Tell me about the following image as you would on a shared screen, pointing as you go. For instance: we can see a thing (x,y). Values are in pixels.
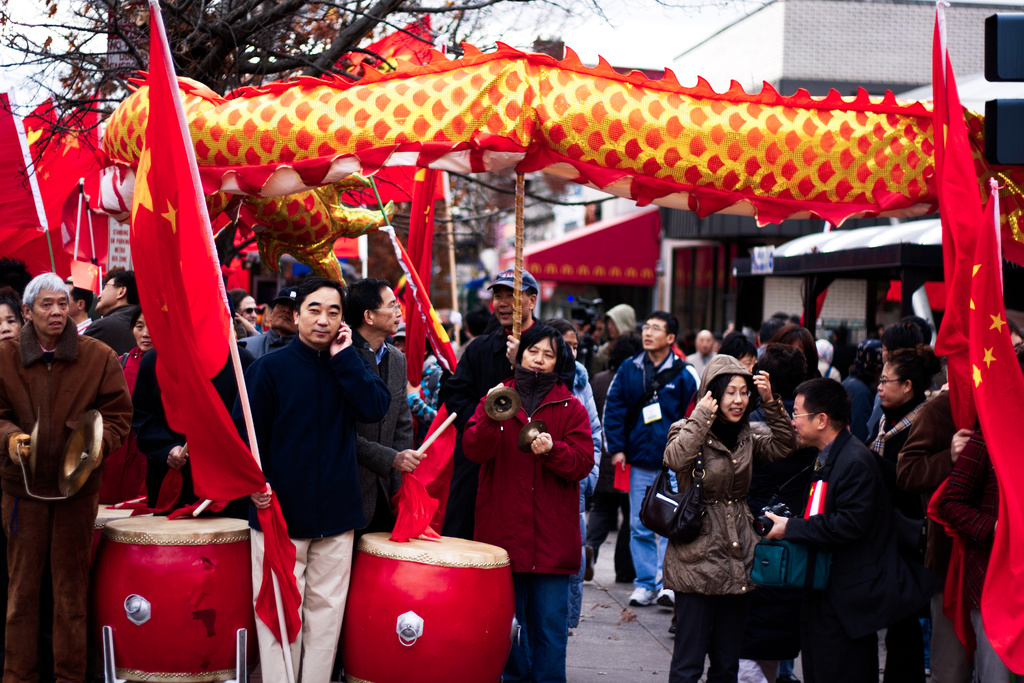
In the image we can see group of persons (650,358) were standing. In the center (555,389) we can see lady (516,426) she is holding some instrument (524,448). In front of them we can see two drums (365,606). Above we can see the dragon (371,121) coming to the background (621,243) we can see building (762,37) and few trees (323,15).
